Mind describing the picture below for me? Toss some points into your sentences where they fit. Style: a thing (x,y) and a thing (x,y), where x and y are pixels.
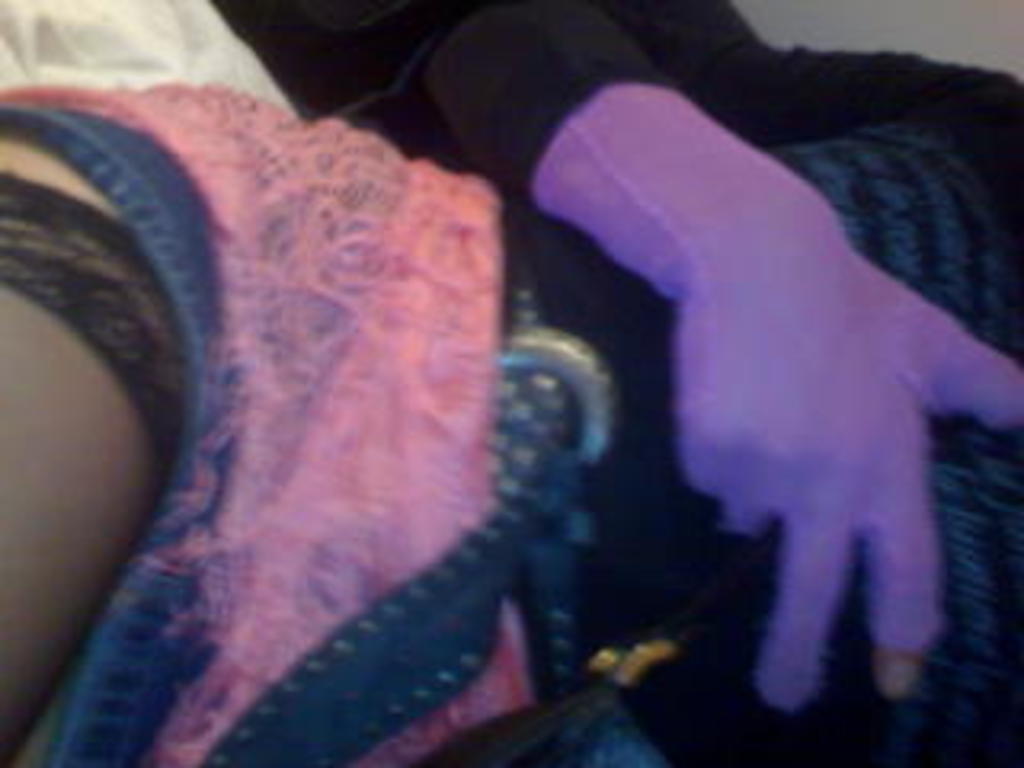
In this image I can see a person (228,313) laying wearing black and pink color dress (481,331). The person (536,267) is also wearing purple color gloves (722,191).
